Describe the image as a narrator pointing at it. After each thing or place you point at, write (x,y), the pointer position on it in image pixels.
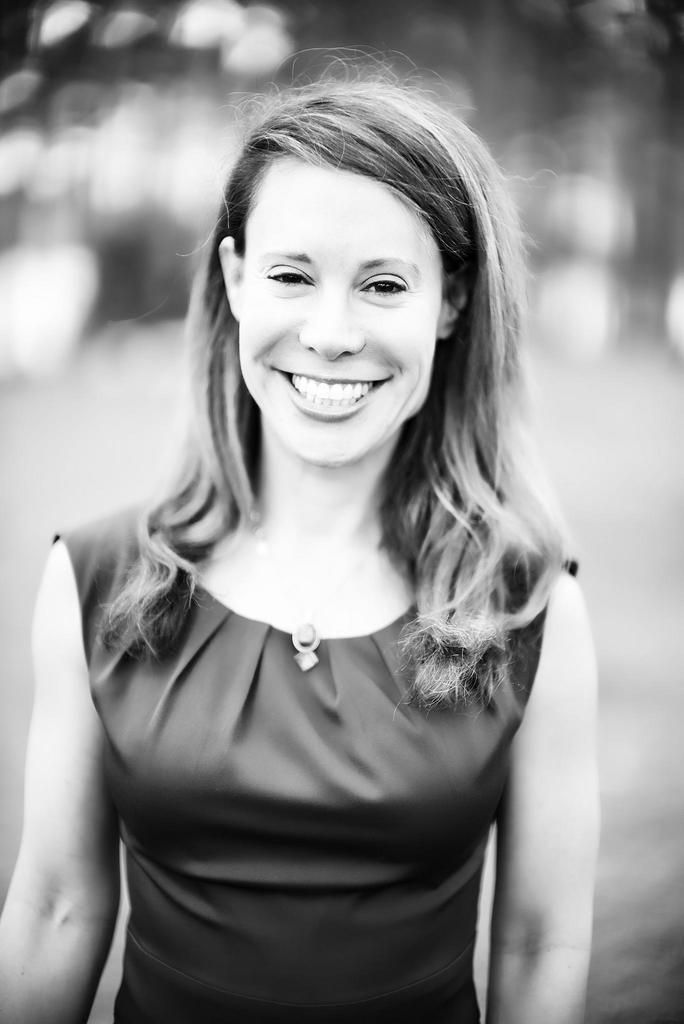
This is a black and white image, as we can see there is one woman (410,610) standing and smiling in the middle of this image (312,618).
